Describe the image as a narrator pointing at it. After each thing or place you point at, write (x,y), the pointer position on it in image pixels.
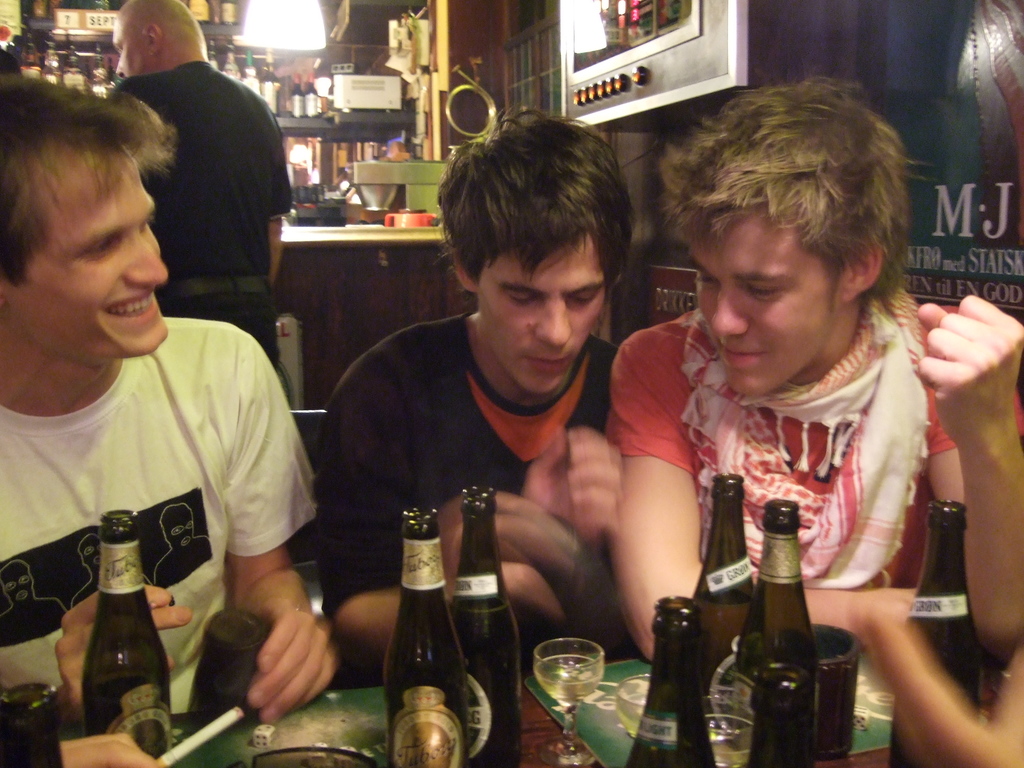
In the image we can see three people (269,464) were sitting in front of table (520,703), on table (363,741) there is some objects (266,742) like beer bottles (426,750), glasses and cigarette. On the left side (42,501) person (50,493) is smiling which we can see on his face (69,315). Back of these people (221,326) one man (235,237) is standing. Coming to the back ground (215,6) there was a big shelf (208,45) with full of wine bottles (275,95).
